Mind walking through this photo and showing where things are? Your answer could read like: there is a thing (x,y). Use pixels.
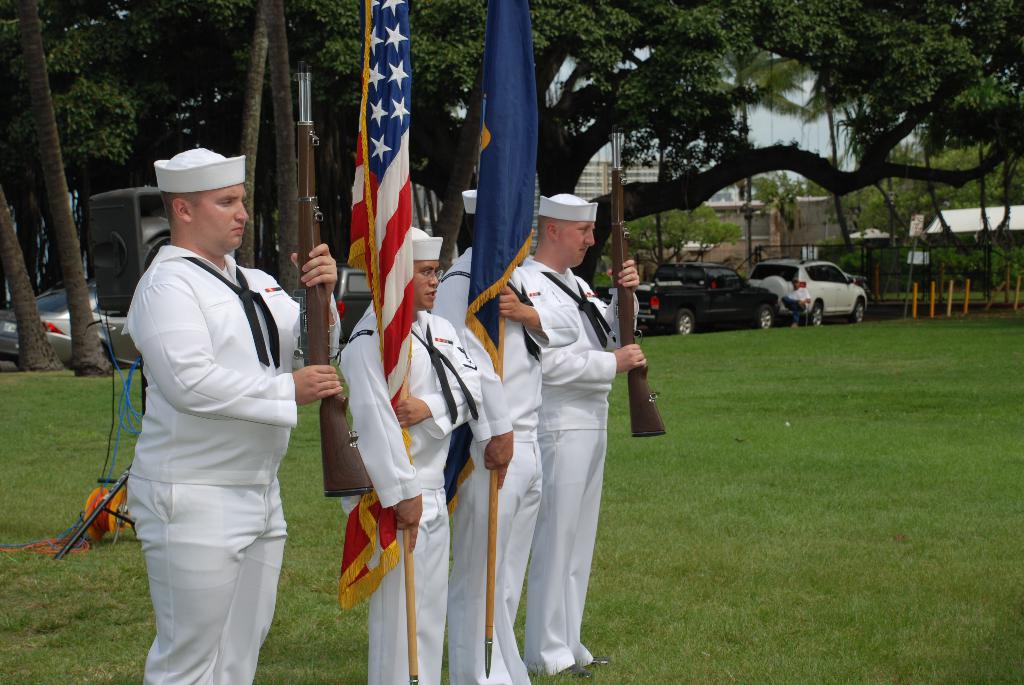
This picture is clicked outside the city. In this picture, we see four men (319,374) in white uniform (372,425) are standing. Two of them are holding flags (388,345) in their hands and two are holding rifles (312,321) in their hands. At the bottom of the picture (692,572), we see the grass (689,608). There are trees (731,240) and buildings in the background (588,109).
